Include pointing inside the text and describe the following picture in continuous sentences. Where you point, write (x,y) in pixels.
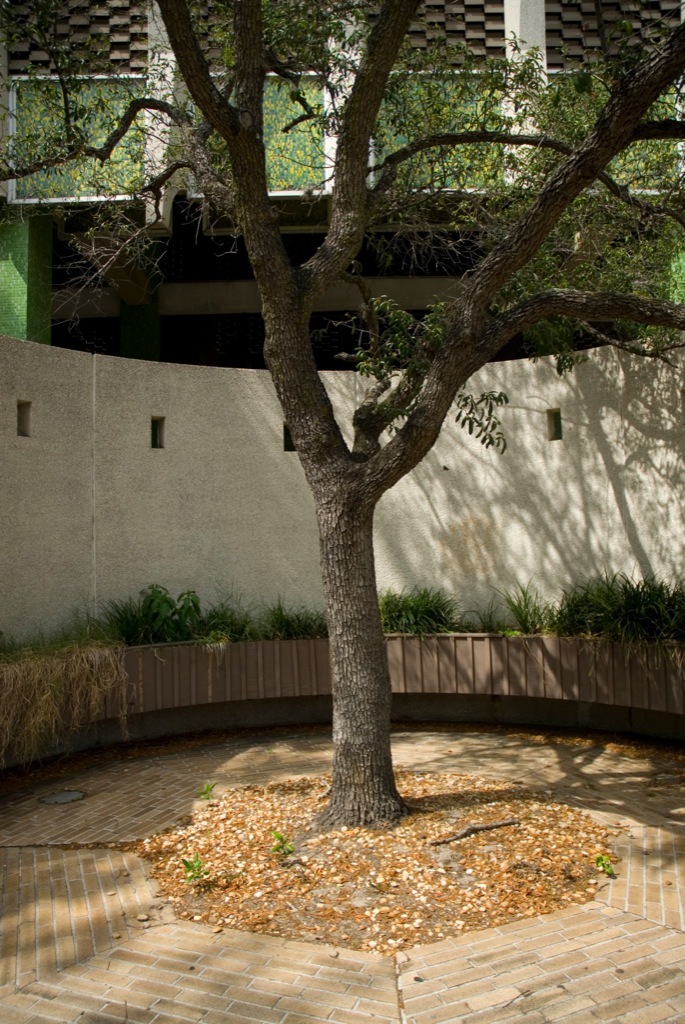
Here I can see a tree (229,190). Behind there is a wall (37,511) and there are few plants (486,625). In the background (392,225) there is a building (67,185). At the bottom (161,976), I can see the ground (149,963).
